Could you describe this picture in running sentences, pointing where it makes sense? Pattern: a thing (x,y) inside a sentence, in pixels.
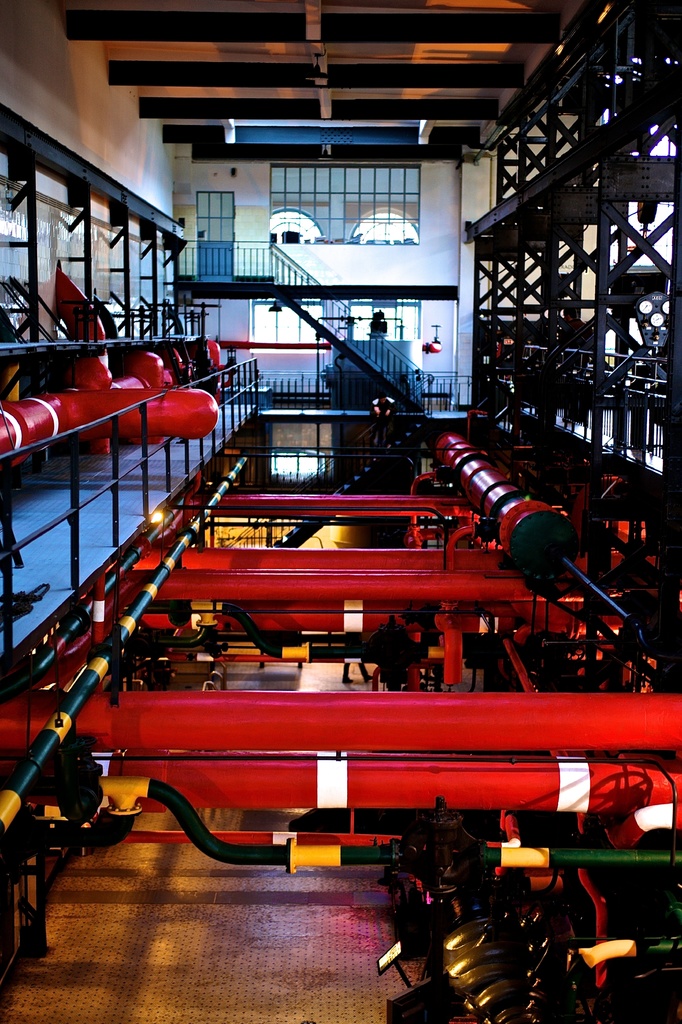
This picture is an inside view of a building (401,322). In this picture we can see the machines (417,843), rods (181,569), railing (7,588). In the center of the image (332,475) we can see the wall (447,304), stairs (293,291), door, windows (354,220). At the top of the image (334,52) we can see the roof (329,79). At the bottom of the image (181,934) we can see the floor (188,981).
